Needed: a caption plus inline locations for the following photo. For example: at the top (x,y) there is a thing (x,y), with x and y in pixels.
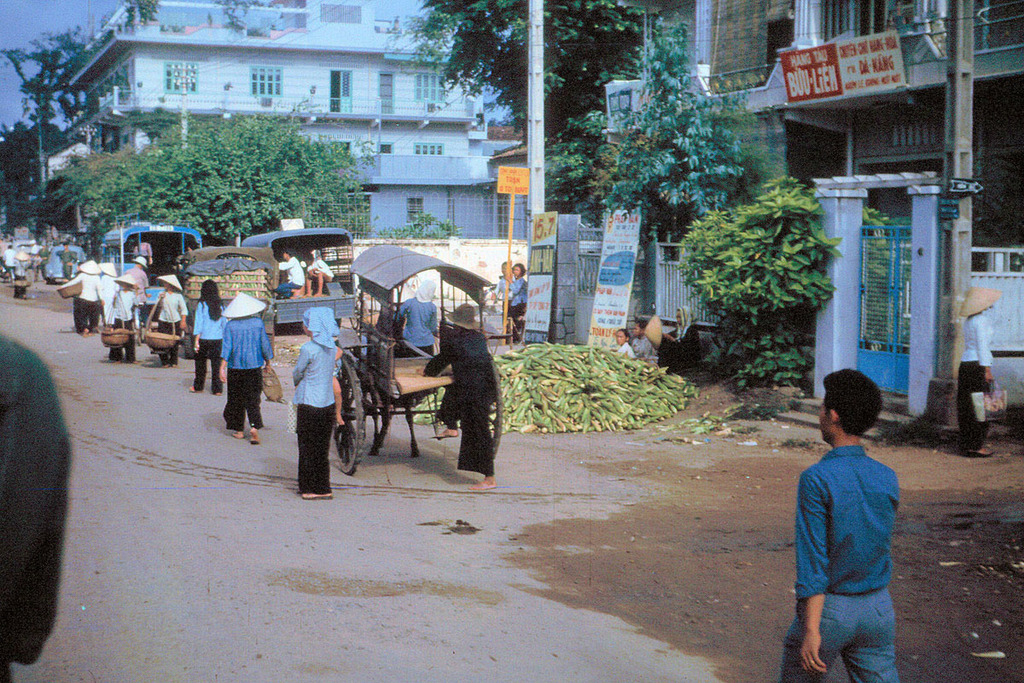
In this image I can see few persons (51,632) walking on the road (283,502). I can see few buildings (447,107) and trees (560,150). I can see few corns (577,387). I can see few boards (622,227) with some text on it.
